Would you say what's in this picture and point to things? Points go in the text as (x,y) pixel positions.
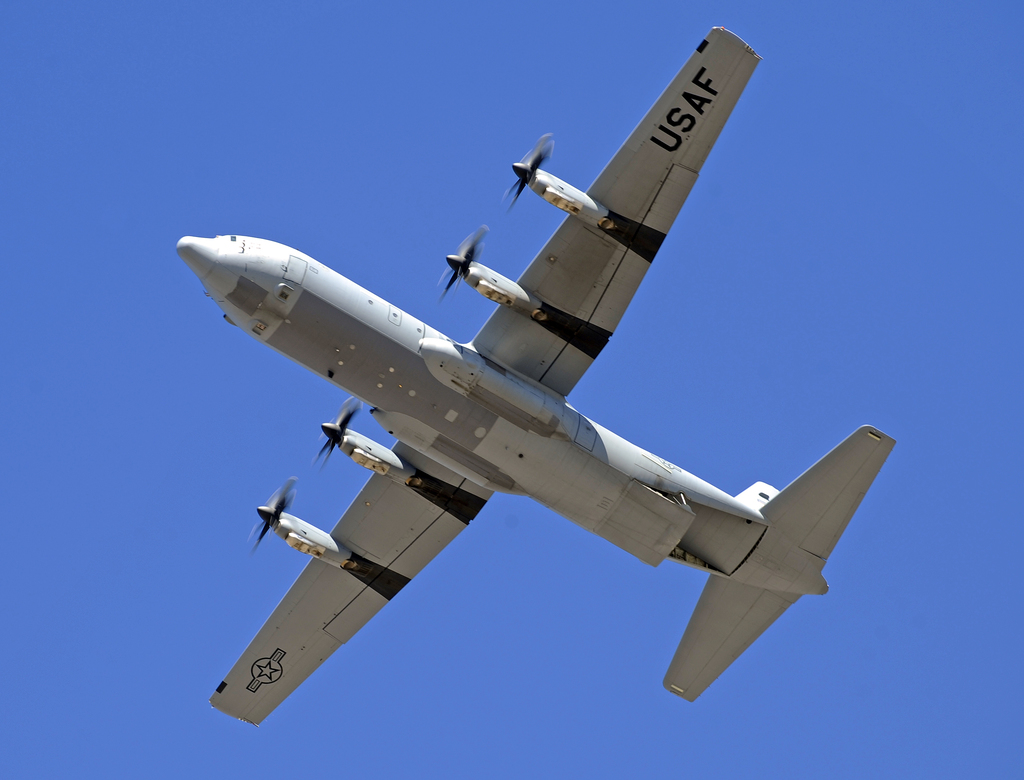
In this picture there is an aircraft (343,352) in the center of the image (642,453).
